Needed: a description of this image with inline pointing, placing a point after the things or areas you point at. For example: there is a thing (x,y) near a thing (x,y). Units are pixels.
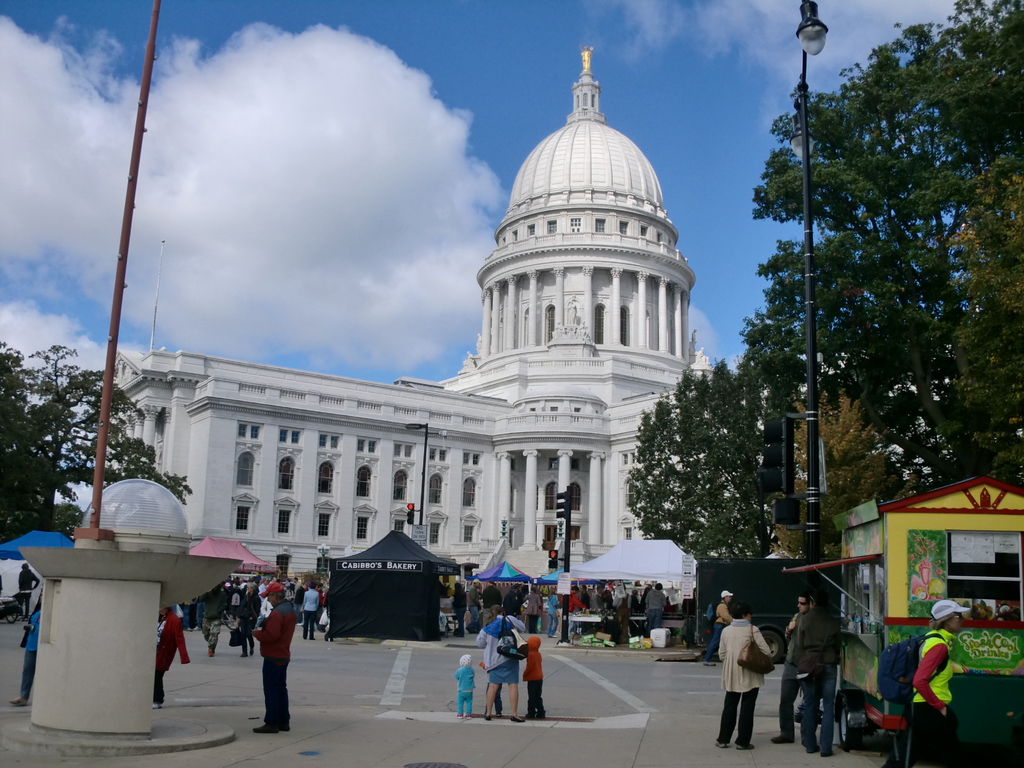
In this image, we can see a building (339,478), there are some people (733,684) standing, there are some trees (866,351), at the top (452,247) there is a blue sky (466,36) and we can see some clouds (282,116).
